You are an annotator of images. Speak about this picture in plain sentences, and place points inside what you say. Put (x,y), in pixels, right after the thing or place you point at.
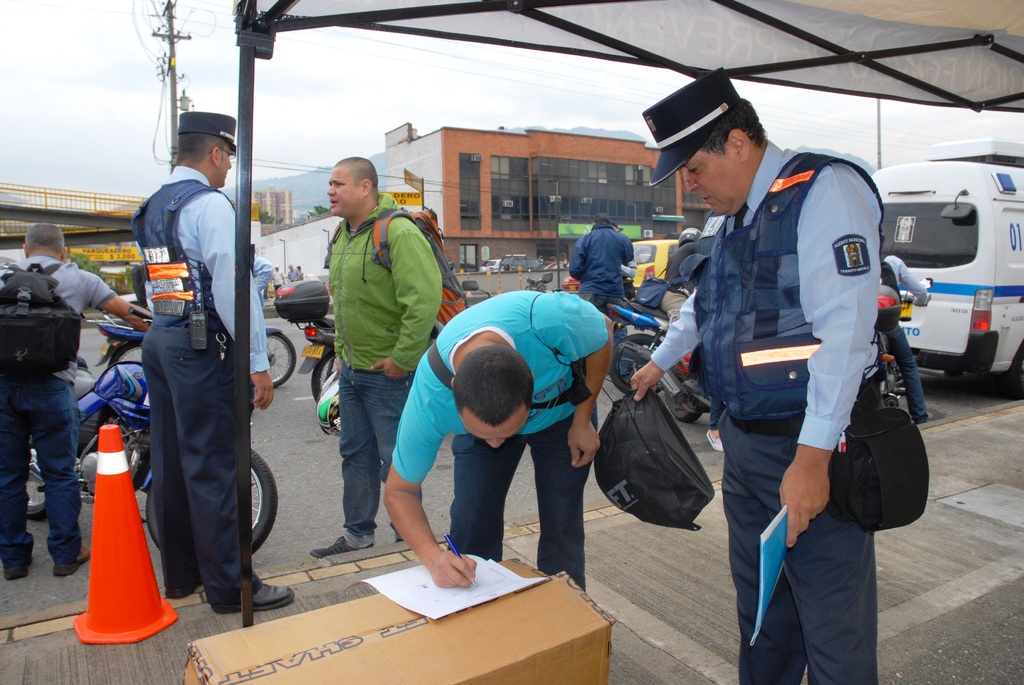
In this image I see number of people (376,189) in which these both men (185,545) are wearing uniforms (860,322) and I see that this man (764,453) is holding a blue color thing (759,626) in his hand (806,479) and in the background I see the road (719,466) on which there are number of vehicles (979,344) and I see the buildings (465,182) and I see the sky (93,54) and I can also see 2 poles (172,26) and wires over here and I see a traffic cone (107,519) over here.
